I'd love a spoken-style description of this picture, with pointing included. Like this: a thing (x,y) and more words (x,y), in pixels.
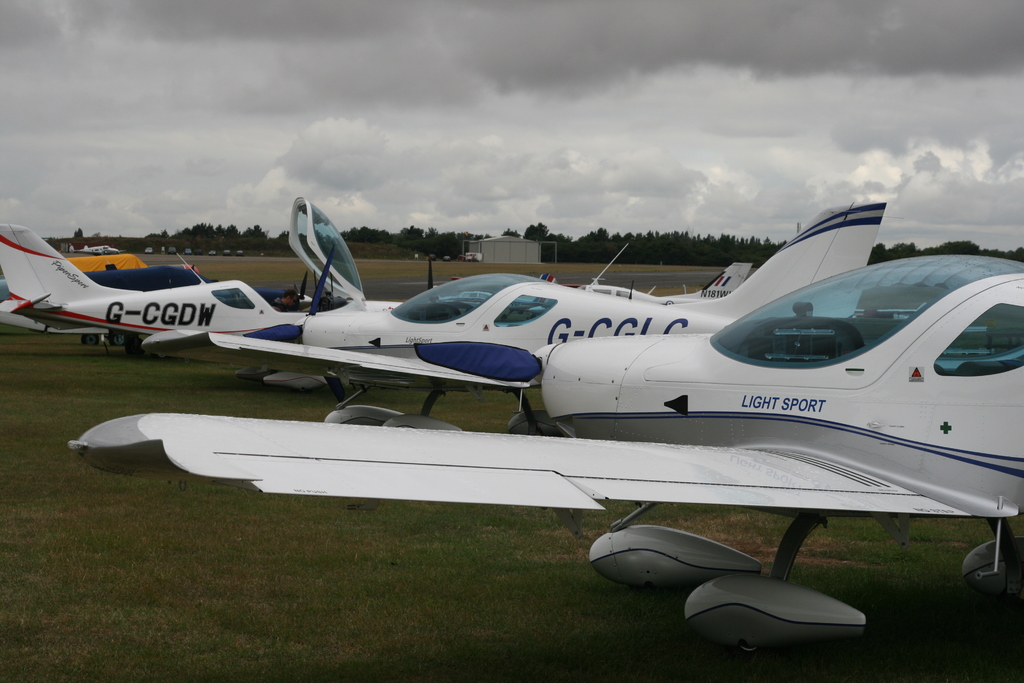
In the picture I can see few planes (512,340) which are in white color are on a greenery ground (437,538) and there are few vehicles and trees (698,252) in the background (712,252) and the sky (493,193) is cloudy.
